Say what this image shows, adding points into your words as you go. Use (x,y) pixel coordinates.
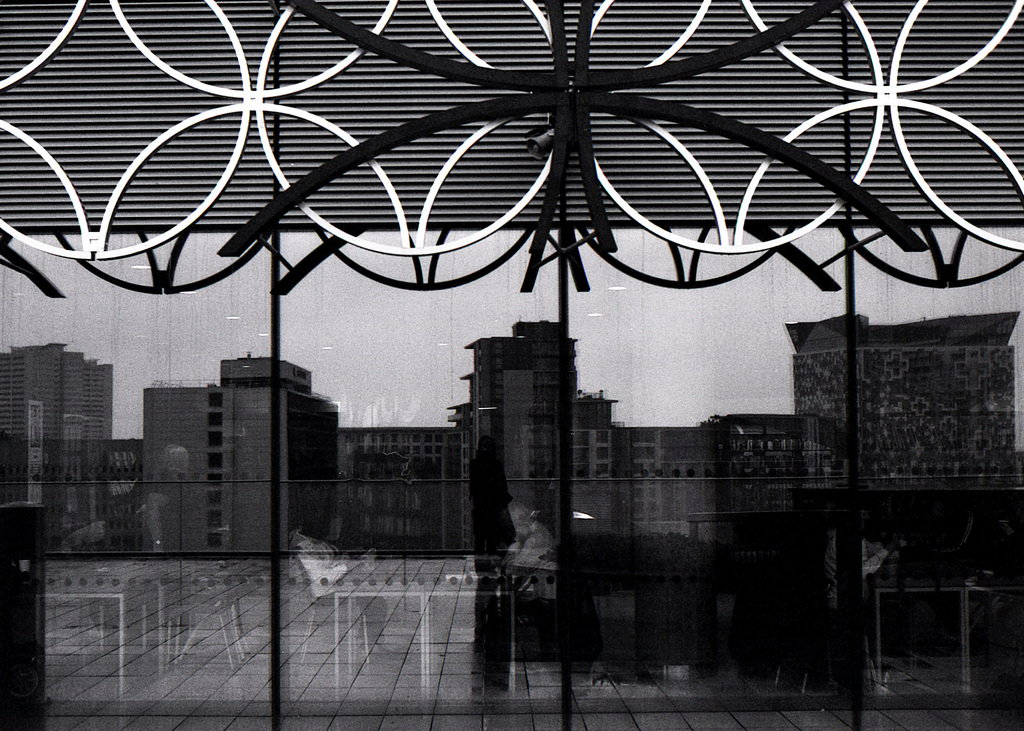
It is a black and white picture. In this image, we can see glass object (580,623). Through the glass (626,613) we can see tables (498,598), chairs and floor (199,561). On the glass (674,666) we can see some reflections (694,518). Here we can see a person (515,537), buildings (583,495) and sky (446,363). On the right side (834,570) bottom of the image (992,556), we can see few people (1011,579). At the top of the image (495,168), we can see few objects (542,122).
